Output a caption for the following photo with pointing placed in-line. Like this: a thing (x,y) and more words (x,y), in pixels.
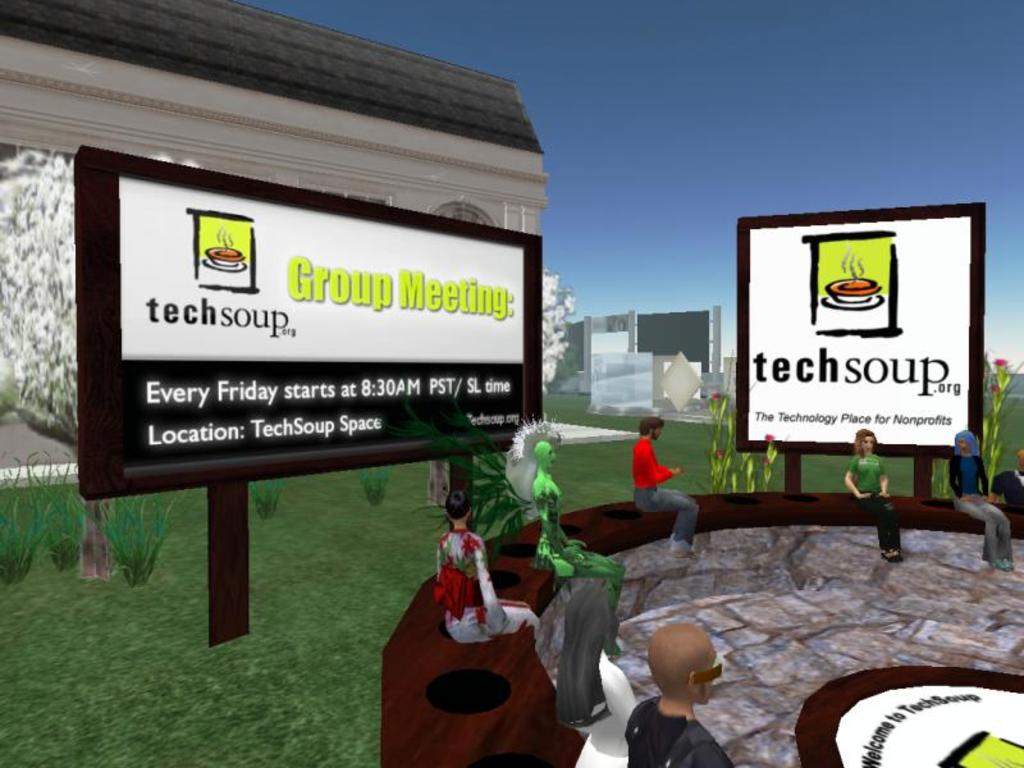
This is an animated image in this image we can see people (668,506), board (934,298) with some text (453,295). In the background of the image (95,106) there is a building (340,110). At the top of the image (587,90) there is sky (646,155). At the bottom of the image (138,670) there is grass (89,680).
